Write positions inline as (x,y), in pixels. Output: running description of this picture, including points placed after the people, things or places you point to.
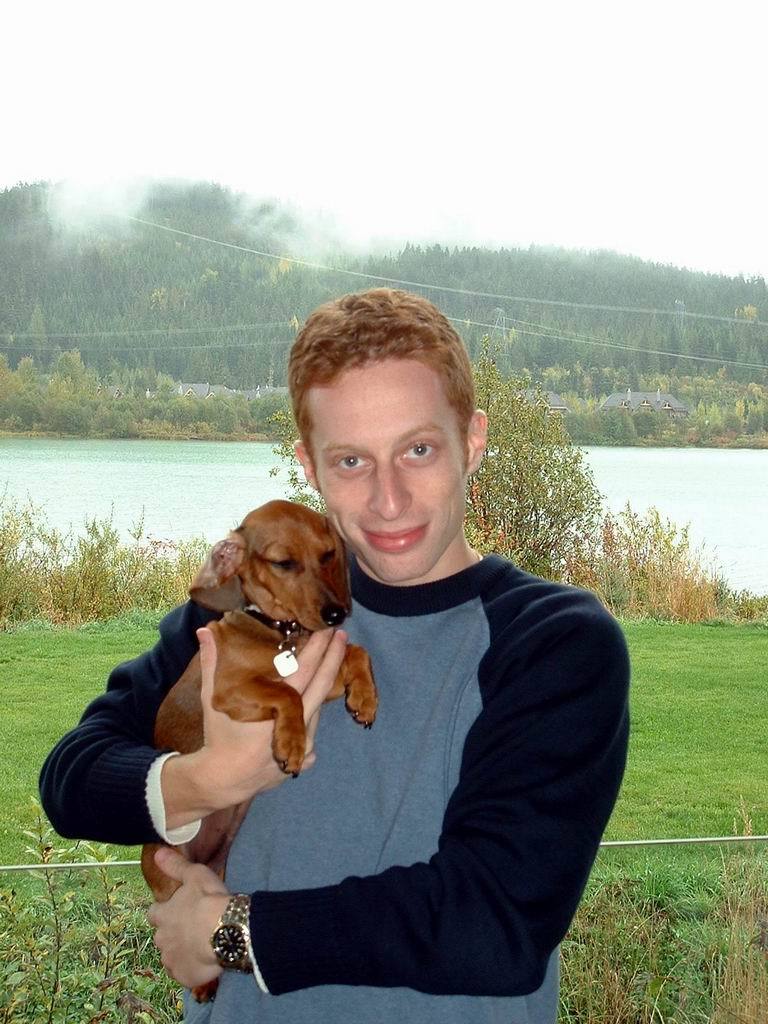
A man (346,632) is holding dog (324,597) in his hands (300,673) behind him there are trees (50,426), water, grass (81,694) and plants (83,860).
